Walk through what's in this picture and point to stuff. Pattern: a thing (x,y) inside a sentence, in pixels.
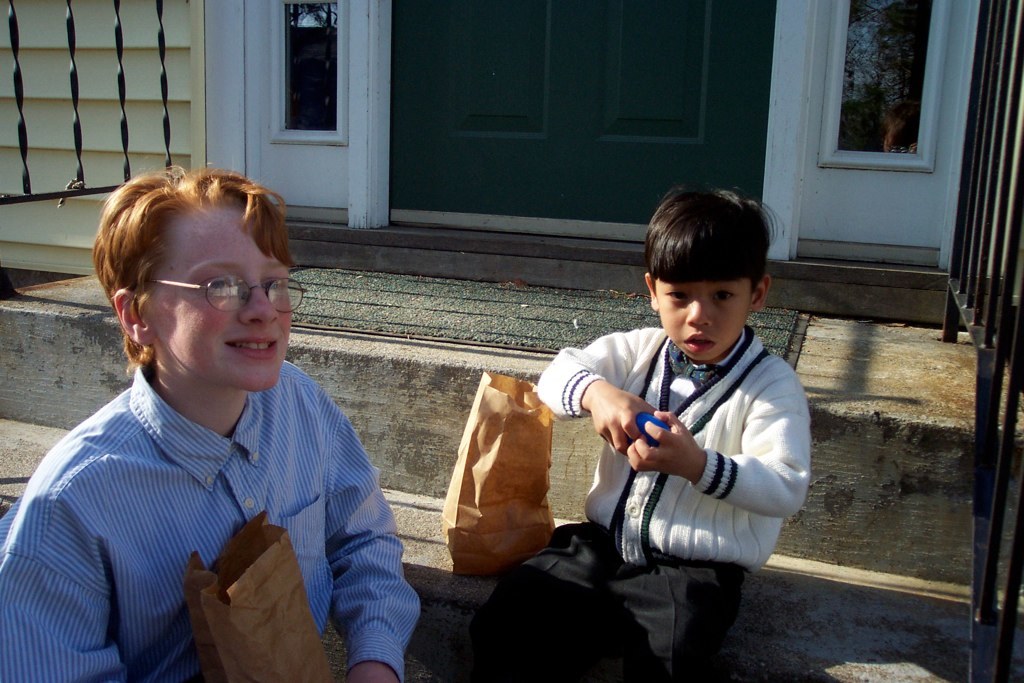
In this image I see 2 boys (155,210) in which this boy (641,408) is holding a blue color thing (641,429) in his hands (677,463) and I see a brown color bag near to him and I see another brown color bag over here. In the background (398,134) I see the green door (488,100), a door mat (367,307), 2 glasses (293,31) on the white wall (252,153) and I see the black rods (1006,45) and I see the steps (426,497) over here.
